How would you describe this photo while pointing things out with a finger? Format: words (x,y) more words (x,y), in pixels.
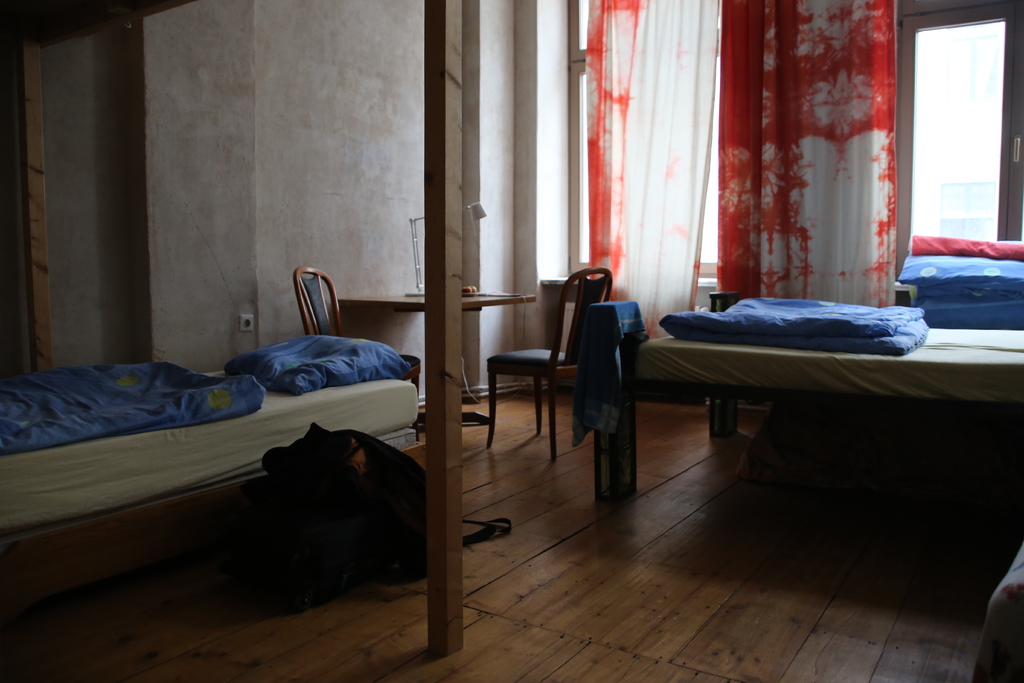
This is an image of the room (125,638) where we can see there is a bed (168,370) with blanket (152,366) beside that there is a back pack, table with chair (495,366) and windows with curtains (736,281) hanging.
